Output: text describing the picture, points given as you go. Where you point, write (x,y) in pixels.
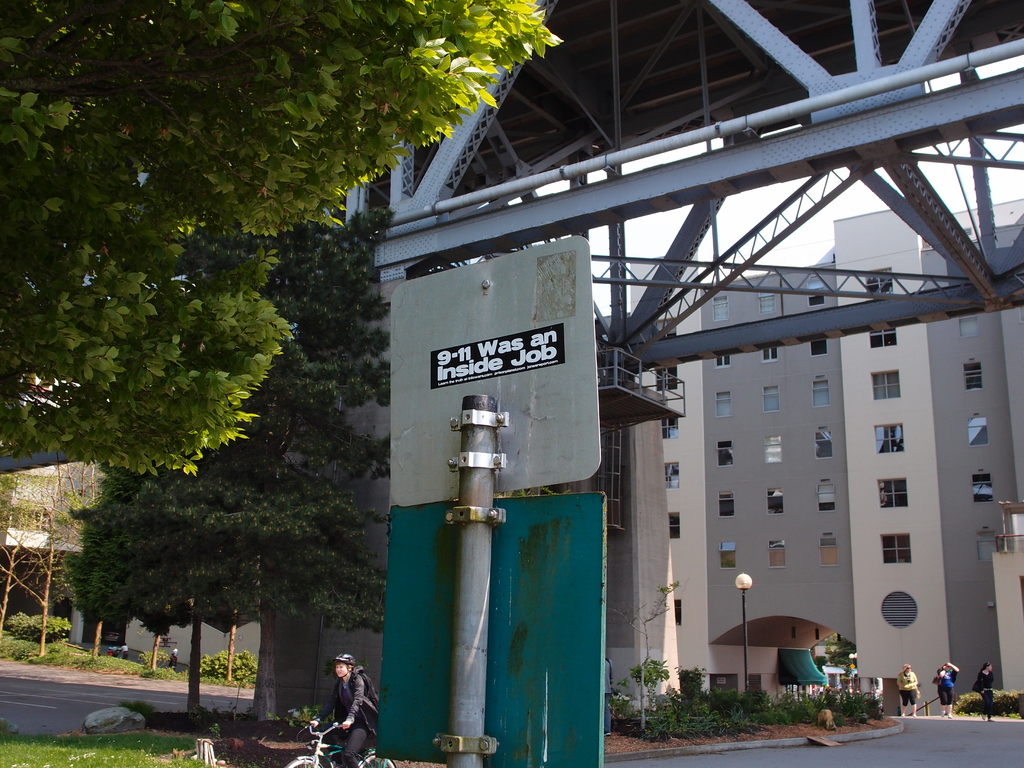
In this picture there are boards (568,605) on the pole (477,702) and there is a person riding bicycle (318,757) on the road (754,762). On the right side of the image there are group of people (984,709) walking. At the back (944,417) there are buildings (701,407), trees (138,441) and poles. At the top (779,200) there is sky (741,214). At the bottom (786,752) there is a road (909,734) and there is grass (138,736).
